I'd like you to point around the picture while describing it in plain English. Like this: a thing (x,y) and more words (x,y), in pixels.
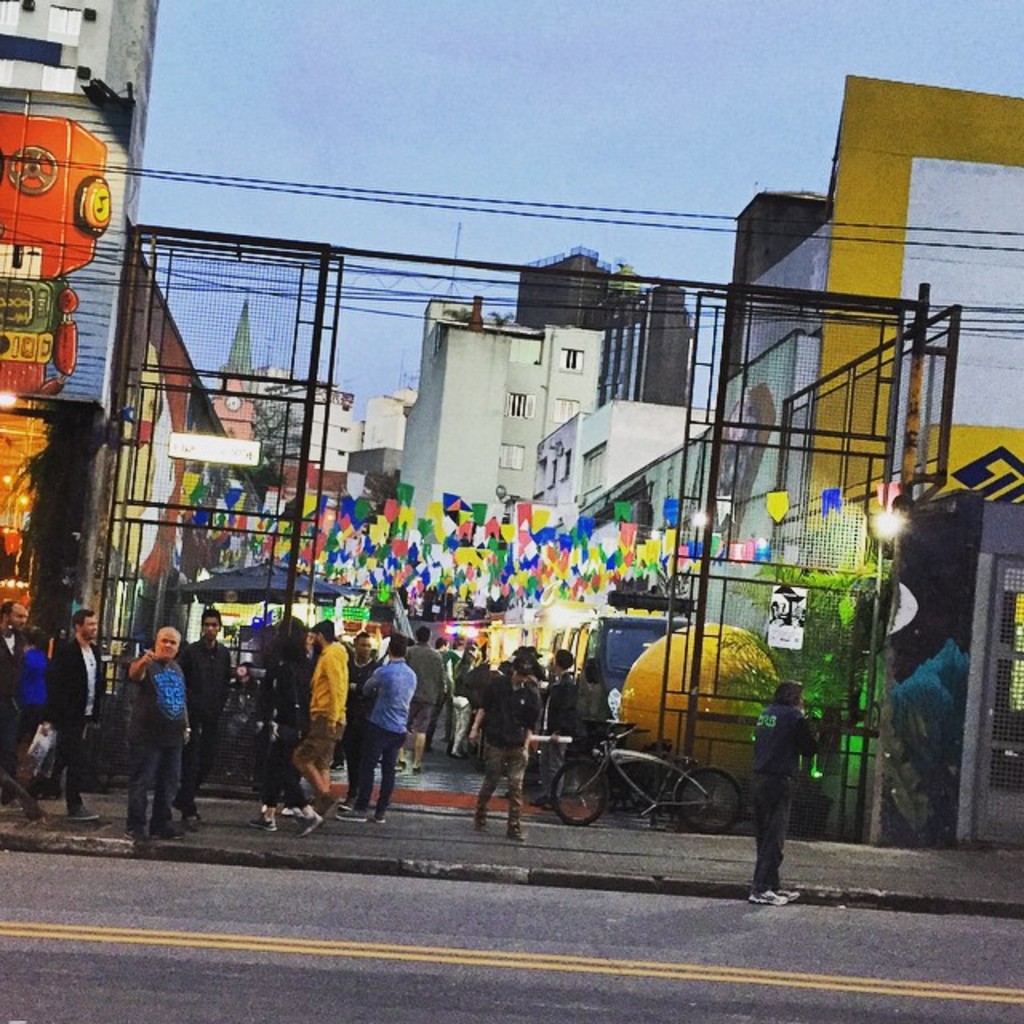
This image is clicked on the road (483,979). At the bottom (527,992), there is a road (713,899). In the front (248,657), we can see many people (185,770) walking. In the front (714,497), we can see a gate (256,350) made up of iron (273,355). In the background (1022,298), there are buildings (829,406). In the middle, there are small colourful flags (588,517).
